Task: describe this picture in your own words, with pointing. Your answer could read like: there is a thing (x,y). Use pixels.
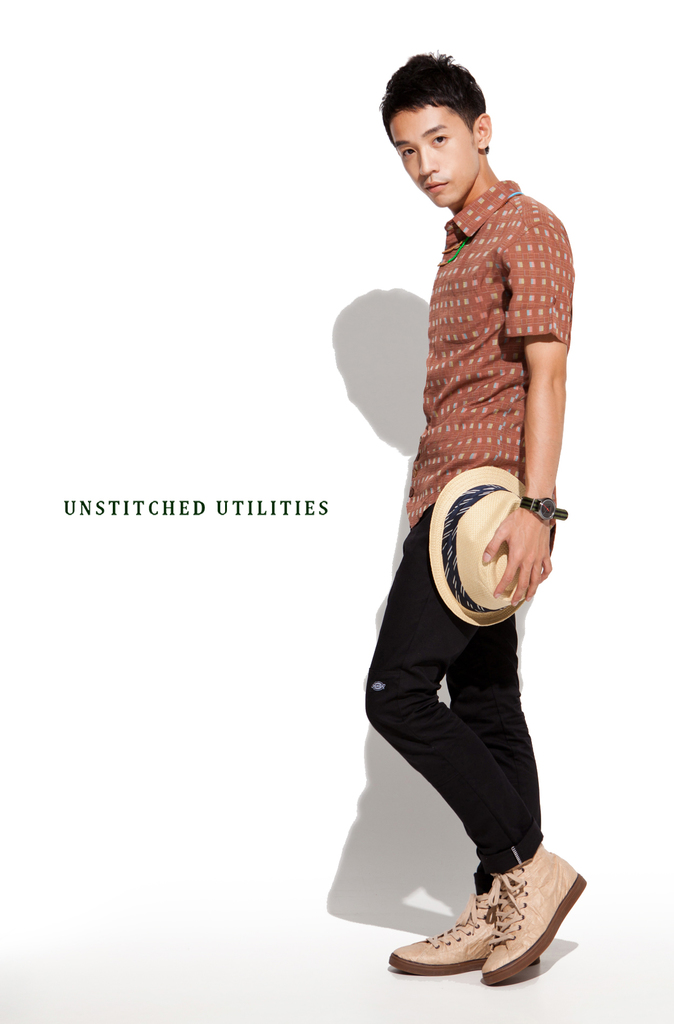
In this picture we can see a person (410,654) standing and holding a hat (440,553) in his hand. There is some text (202,515) on a white surface (297,533).
